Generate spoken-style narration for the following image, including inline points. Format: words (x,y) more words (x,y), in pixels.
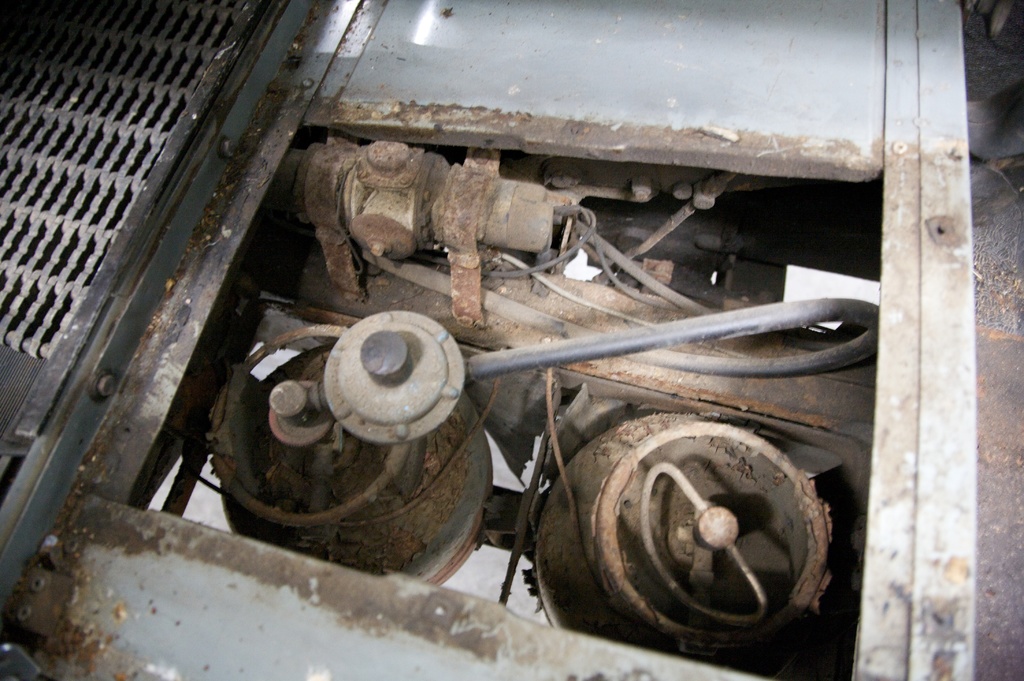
In the center of the image (549,274) we can see internal parts (542,238) of a machine (503,193). On the left (107,220) there is a mesh (103,185).
